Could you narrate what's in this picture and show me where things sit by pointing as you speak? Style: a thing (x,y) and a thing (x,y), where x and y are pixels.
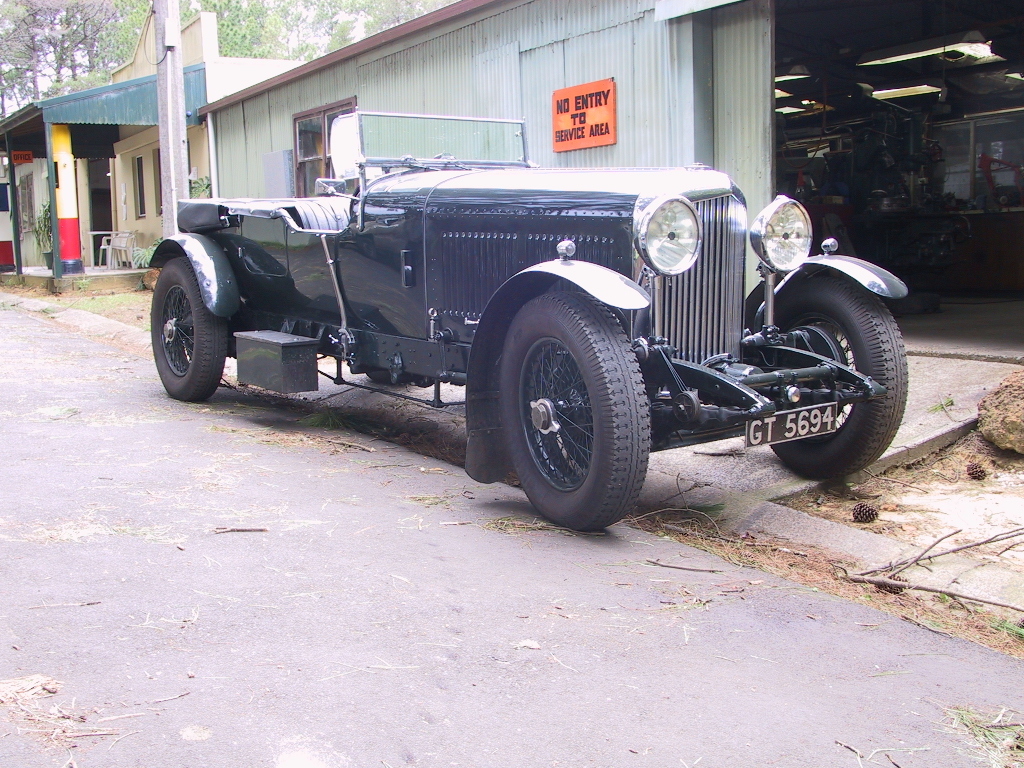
In this image we can see a car (399,343) parked on the footpath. We can also see the road (456,569), some buildings (779,190) with roof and windows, a board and some ceiling lights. On the backside (79,78) we can see a pillar (186,196) and a group of trees (67,41).
